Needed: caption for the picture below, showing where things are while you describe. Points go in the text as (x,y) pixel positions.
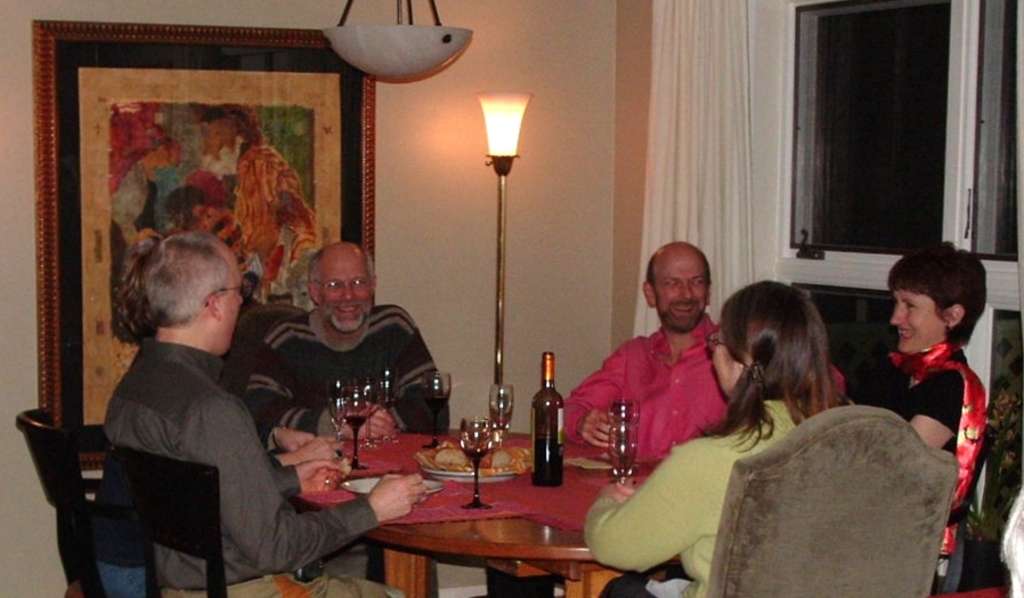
In the middle (552,393) there is a table (423,526) on that table (452,532) there is a glass (615,468), bottle (551,453) and plate (346,485), Around the table (351,465) there are six people (656,417). On the left (173,398) there is a man (206,424) he wear shirt (190,438) and trouser (332,581). On the right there is a woman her hair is short. In the middle (353,360) there is a man (353,360) he is smiling. In the background (723,200) there is a window (842,146), curtain (712,143), light wall (522,163) and photo frame (311,149).
